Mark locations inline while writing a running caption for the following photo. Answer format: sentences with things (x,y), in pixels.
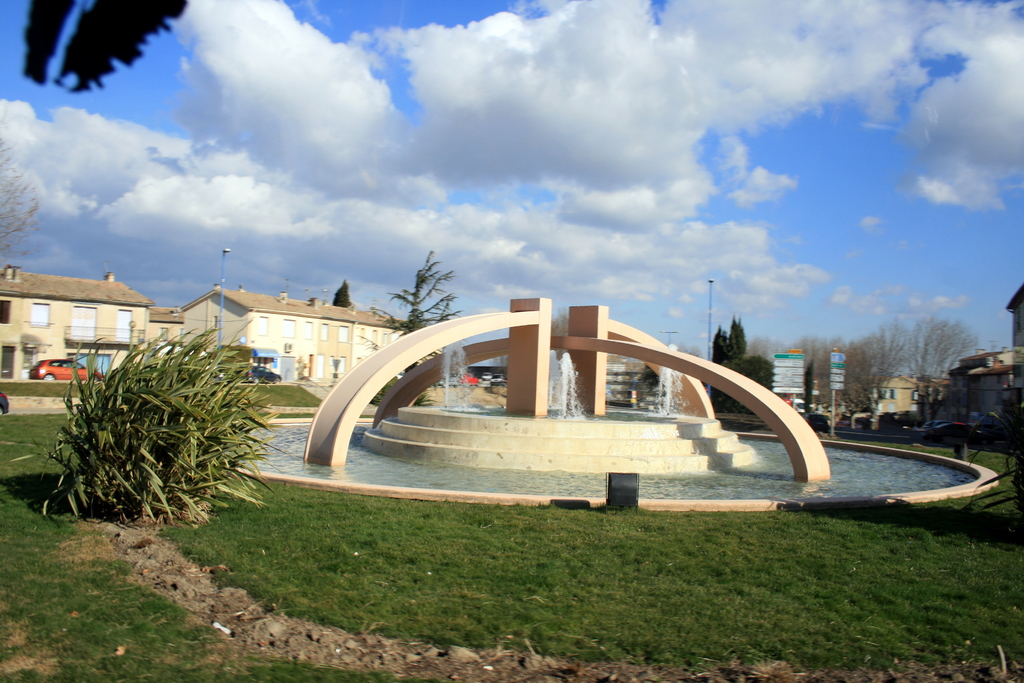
As we can see in the image there is grass (511,598), plant (126,450), trees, water (461,478), buildings (19,311), sky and clouds (355,101).
